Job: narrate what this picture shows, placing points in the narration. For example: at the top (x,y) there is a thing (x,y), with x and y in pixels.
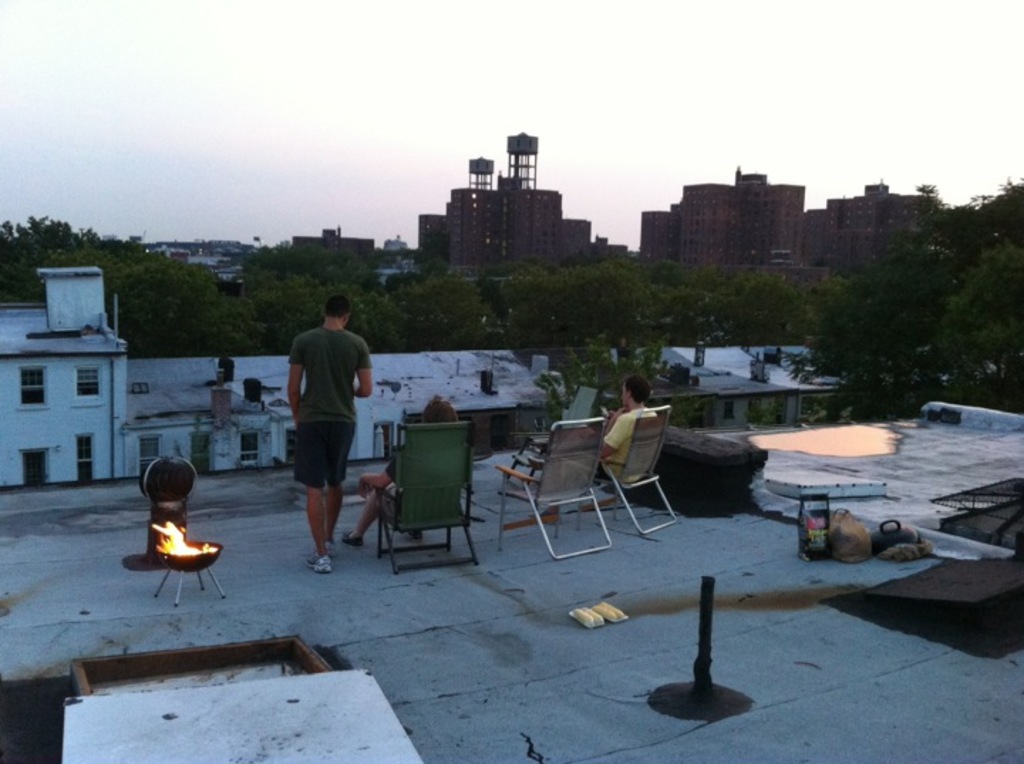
In the foreground of this picture (578,494), there are chairs (609,540) on the terrace (528,566) and two persons (436,415) are sitting on the chair (416,454) and one is standing. There is also a fire pit (170,539), poles (703,606), water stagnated on the terrace (199,584). In the background (157,375), there are trees (578,311), buildings (208,369), and the sky (247,158).
